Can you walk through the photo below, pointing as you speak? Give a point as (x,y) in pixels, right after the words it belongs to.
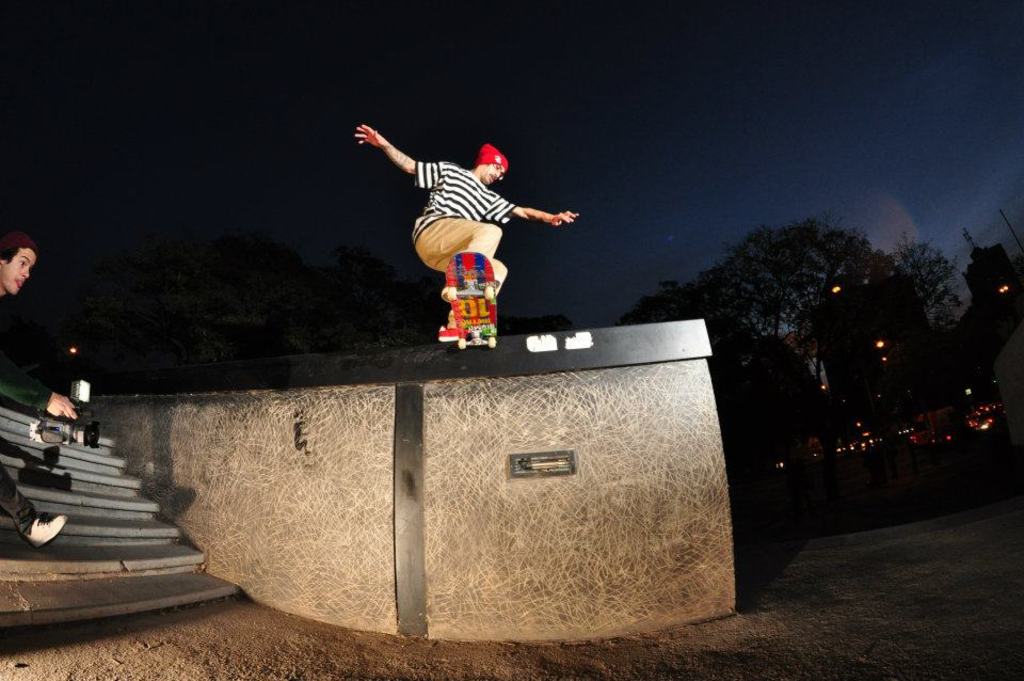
In this image we can see a person (481,221) standing on a skateboard (489,325) placed on the surface (471,404). On the left side of the image (15,517) we can see a person (44,513) holding a camera (62,433) in his hands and a staircase (67,451). On the right side of the image (819,425) we can see a group of buildings (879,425) with lights (860,425) and some trees (799,322). At the top of the image (665,54) we can see the sky (681,48).
